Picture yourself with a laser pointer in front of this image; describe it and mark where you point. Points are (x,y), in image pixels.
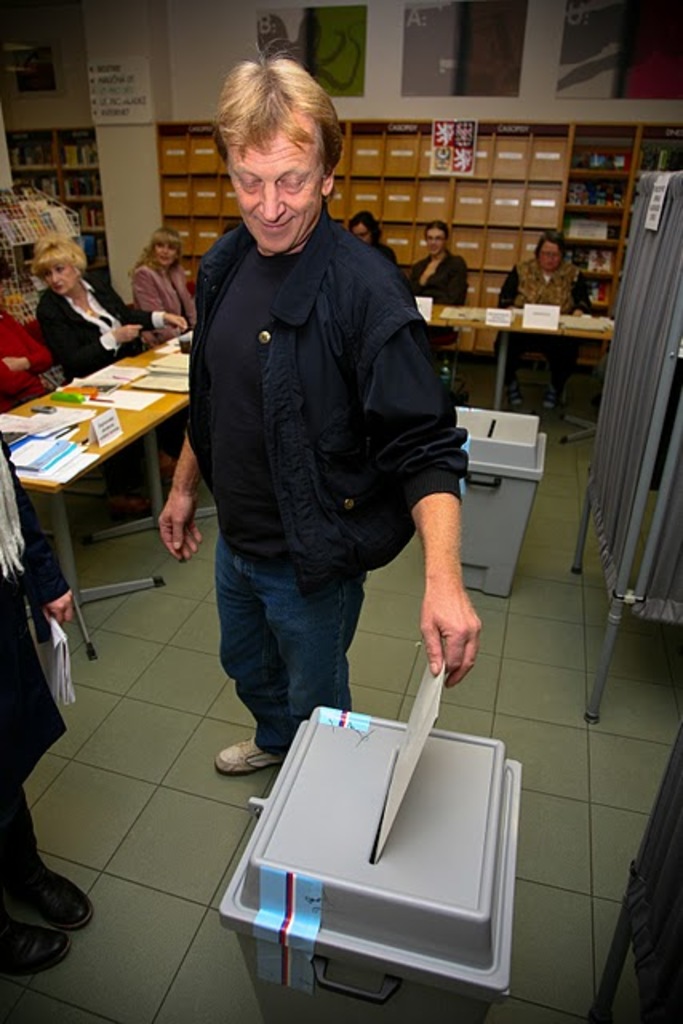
Here in this picture we can see a person (312,403) dropping something in the box (240,900) present on the floor (236,968) in front of him and beside him also we can see other box (492,412) present and behind him we can see number of people (184,275) sitting on chairs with tables (186,341) in front of them having books (455,313) and papers (424,313) on it all over there and we can also see racks (56,171) that are full of books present over there and the person (340,341) in the front (360,354) is wearing a black colored jacket (198,392) on him and on the wall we can see paintings (316,67) present over there.
